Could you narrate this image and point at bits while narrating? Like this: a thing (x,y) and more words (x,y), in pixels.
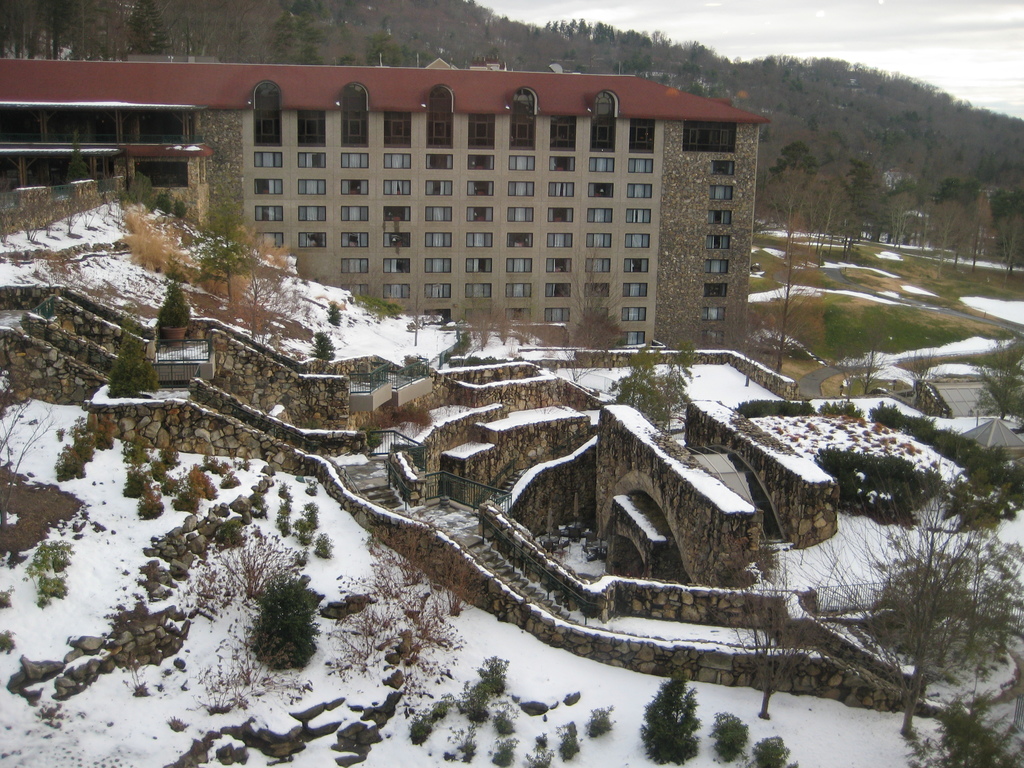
In the image we can see the building (499,188) and the windows (433,188) of the building (439,202). Here we can see the stairs (477,550), stones (203,525), fence (184,362) and the grass (872,303). Here we can see the hill (789,131), trees (824,131) and the cloudy sky (859,36).
